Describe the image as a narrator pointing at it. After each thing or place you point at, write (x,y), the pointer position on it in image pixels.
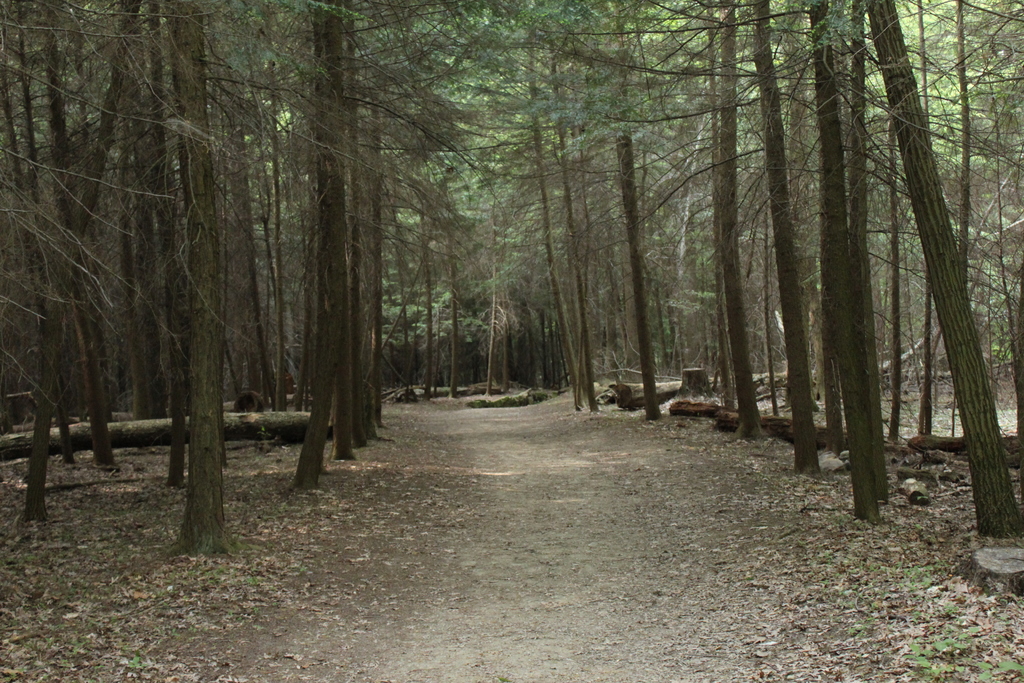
In this picture we can see few trees (437,287) and wooden barks (674,391).
